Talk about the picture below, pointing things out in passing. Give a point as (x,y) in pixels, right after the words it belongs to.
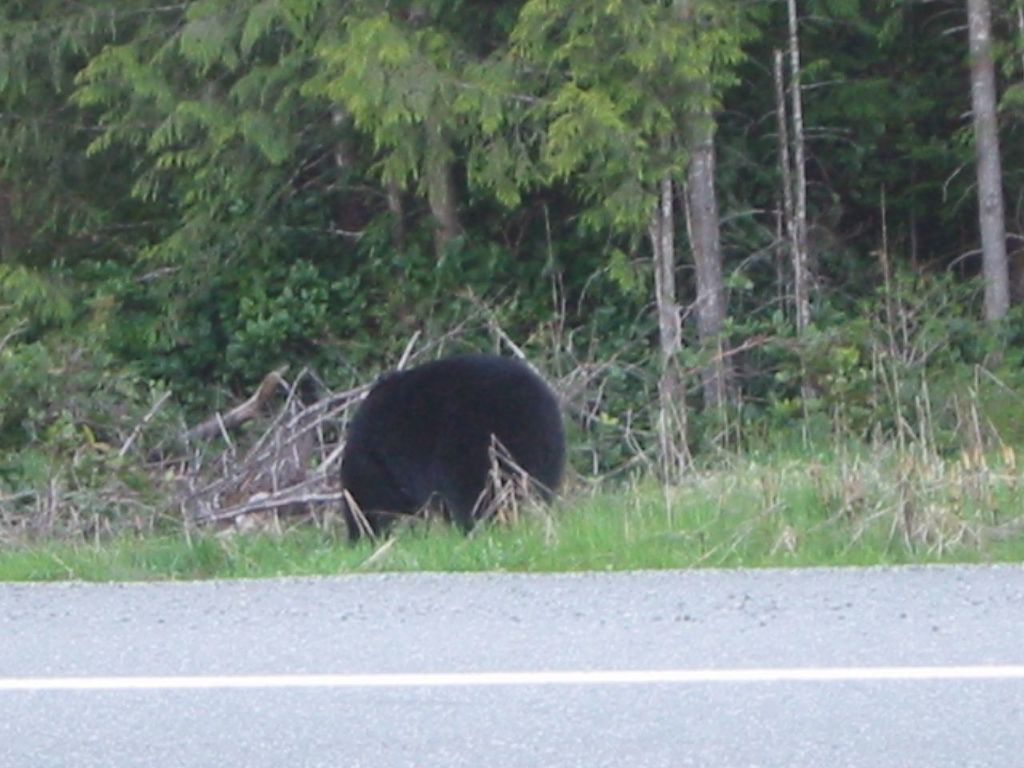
In this picture we can see a bear (450,449) standing here, at the bottom (816,515) there is grass (826,517), we can see some trees (710,186) in the background (426,186), there is road (437,689) here.
